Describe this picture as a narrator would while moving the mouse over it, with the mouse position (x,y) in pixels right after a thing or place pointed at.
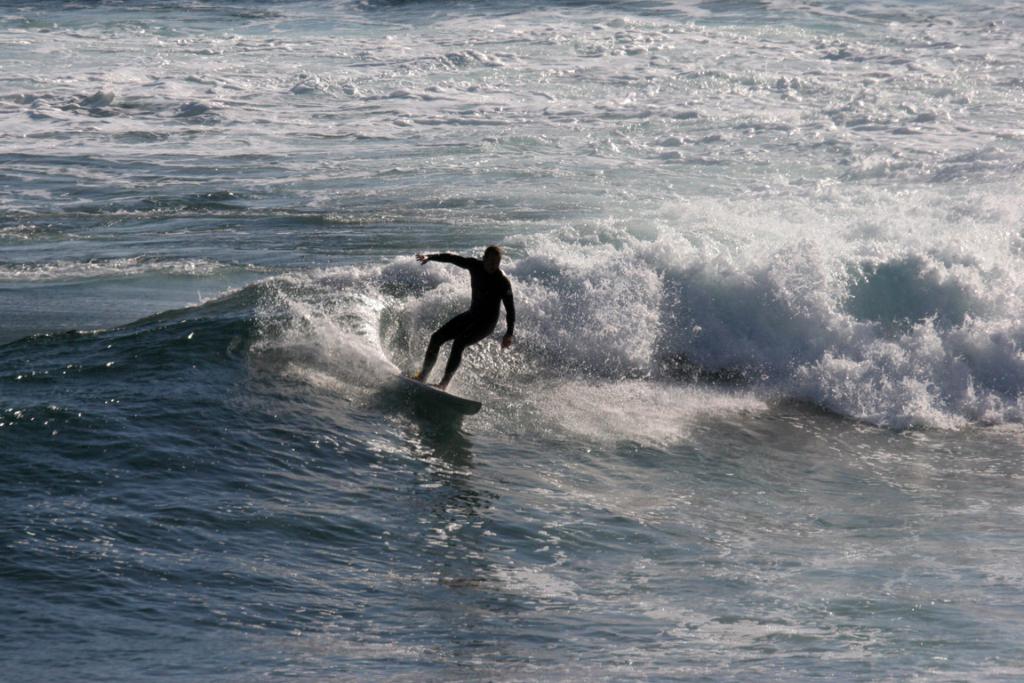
In this image I can see water (674,167) and on it I can see a person (457,361) is standing on a surfing board (445,391).
